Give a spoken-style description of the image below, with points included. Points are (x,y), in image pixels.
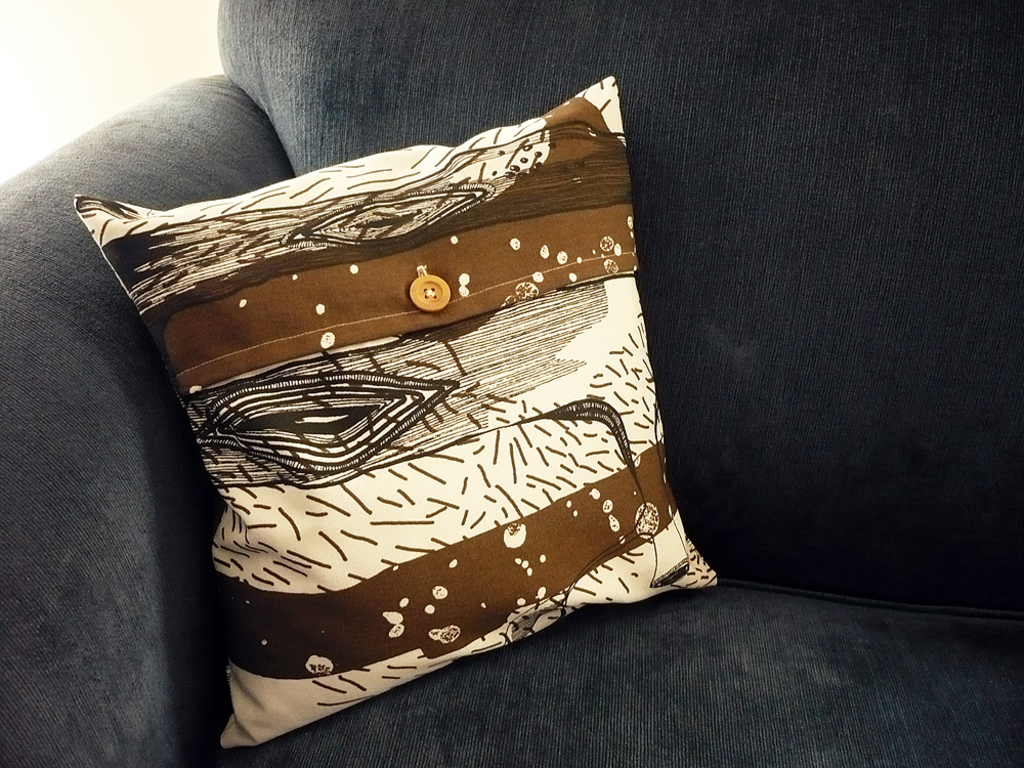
In this image we can see grey color sofa (152,539) and one brown-white color pillow (392,446) is kept on it.
